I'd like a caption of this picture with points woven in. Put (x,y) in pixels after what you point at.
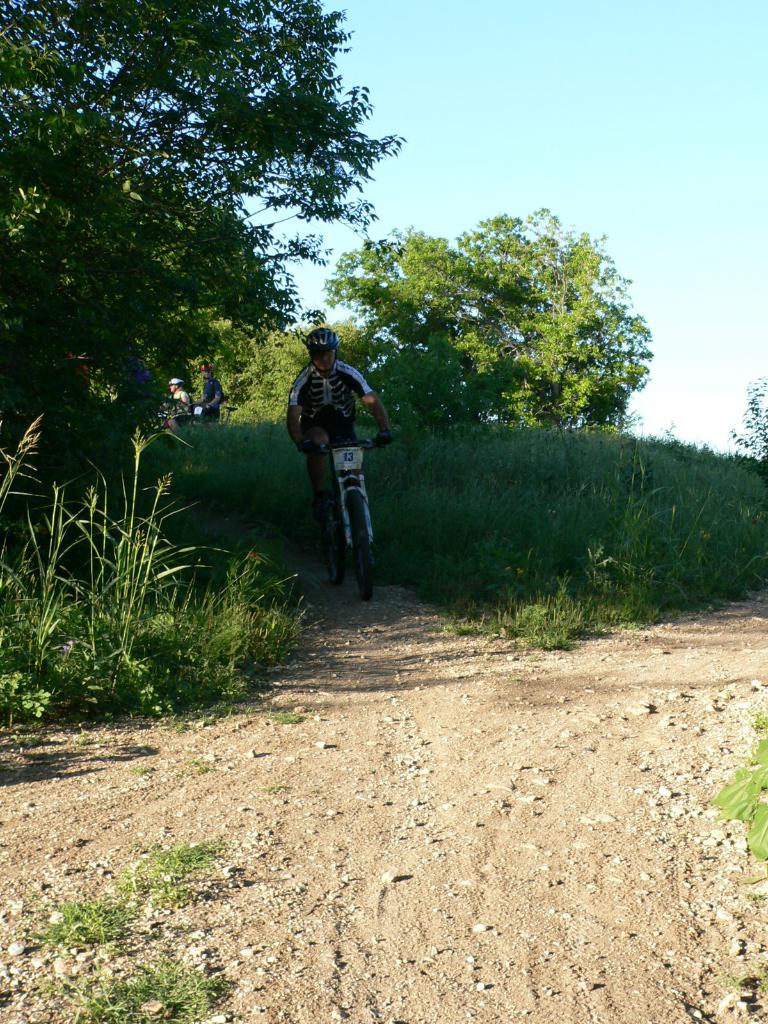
There is a person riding a bicycle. Here we can see grass (534,511), plants (72,635), trees (17,282), and few persons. In the background (647,239) there is sky (655,202).
